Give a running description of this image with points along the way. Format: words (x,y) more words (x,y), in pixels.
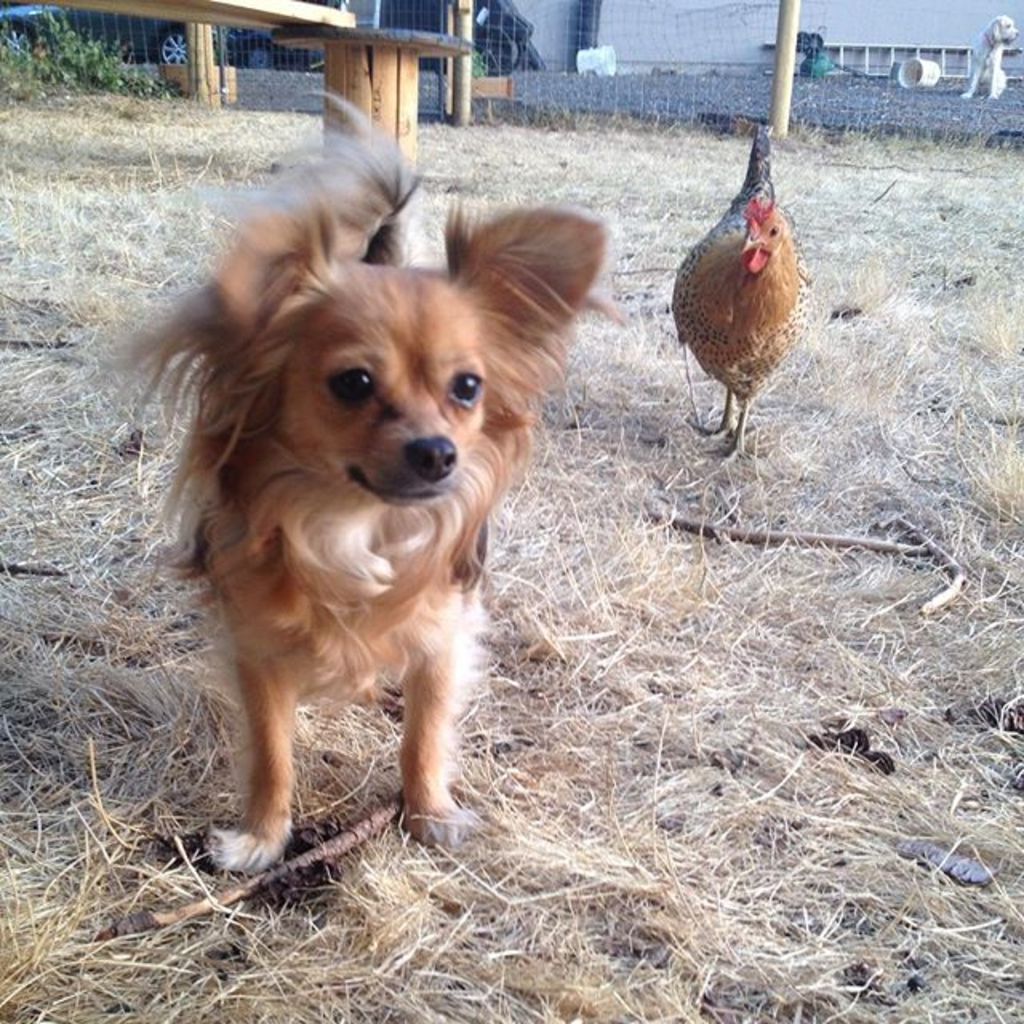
In the picture I can see a dog (408,211) on the left side (280,417). I can see a hen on the right side (799,301). I can see the grass (342,896) on the ground (574,466). I can see the table (372,45) on the top left side of the picture (321,6). I can see the metal grill fence (819,60) at the top of the picture (839,83) and there is a dog (996,33) on the top right side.
